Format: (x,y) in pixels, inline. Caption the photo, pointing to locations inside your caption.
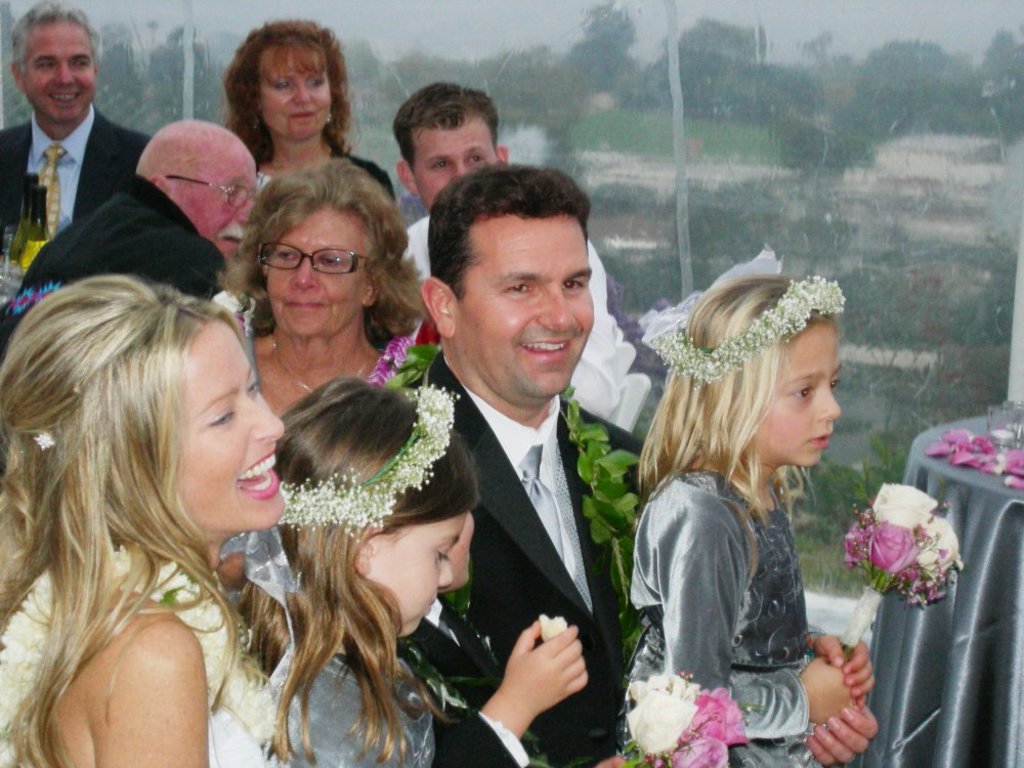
In this image I can see there are group of persons (506,148) and some of them are smiling and I can see a table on the right side (965,506) and on the table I can see cloth (998,482) and glass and I can see the sky (540,40) and trees (577,42) visible at the top (679,42).
